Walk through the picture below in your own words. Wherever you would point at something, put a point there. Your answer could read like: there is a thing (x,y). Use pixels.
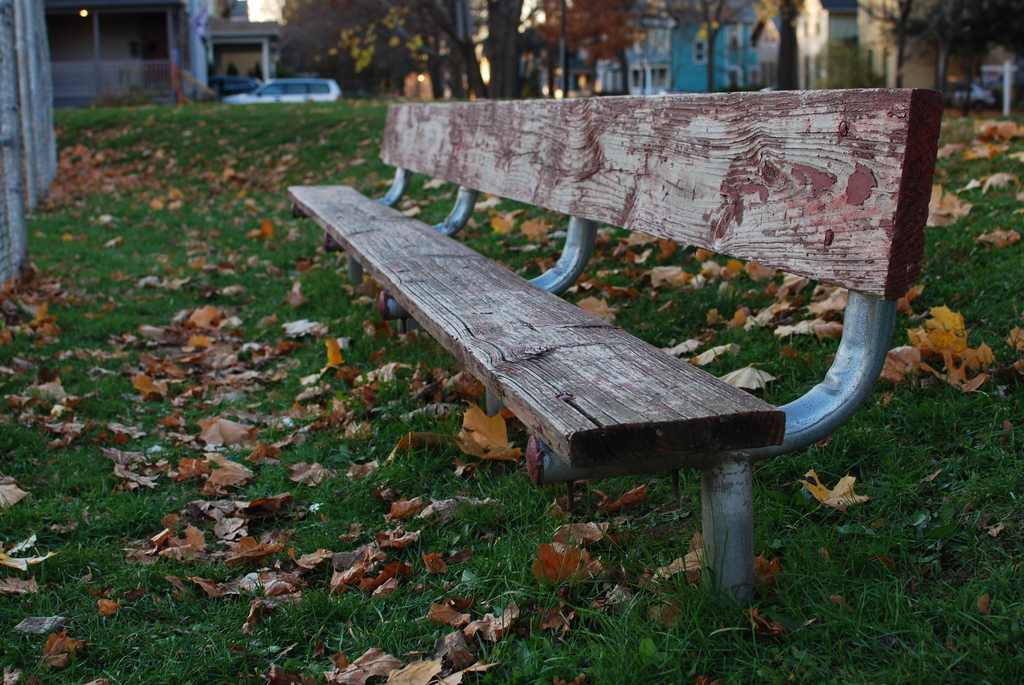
In this picture there is a bench (504,350), beside that I can see the leaves (270,349) and grass (947,581). In the background (255,46) I can see the car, street lights (560,38), poles (14,233), trees (609,45), buildings (801,79) and shed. At the top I can see the sky (253,0).
